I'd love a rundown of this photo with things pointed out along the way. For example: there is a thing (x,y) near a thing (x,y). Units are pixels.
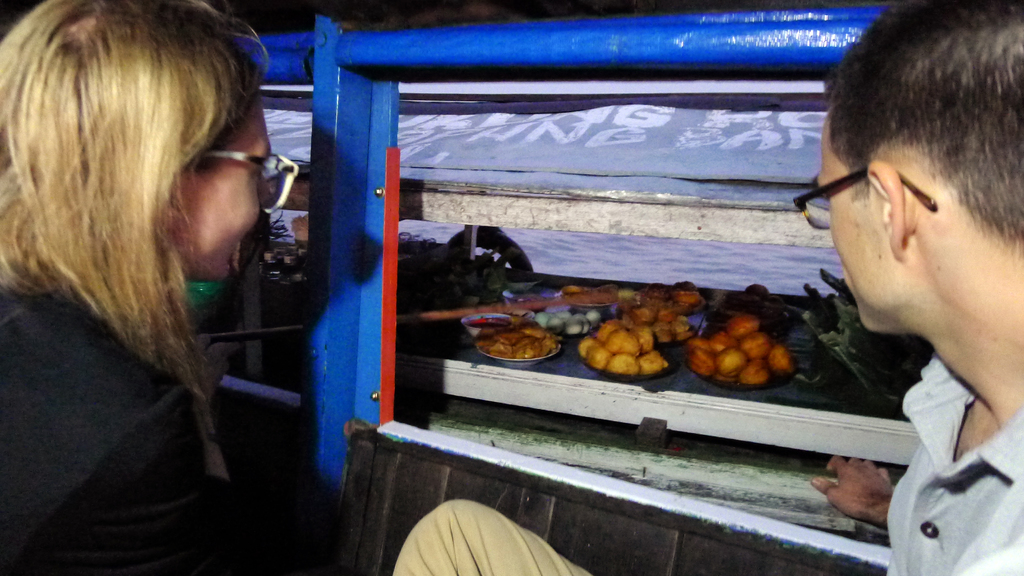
On the right side (879,468), we see a man (985,258) in the white shirt (984,500) is wearing the spectacles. He might be sitting on the bench (603,534). On the left side (47,239), we see a woman (105,417) in the black dress (158,508) is wearing the spectacles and she is smiling. In front of them, we see the rods (362,310) in blue color. Beside that, we see a table (678,405) on which the plates (716,344) containing the eatables (667,336) and the bowls (488,317) containing the food items (515,331) are placed. In the background (630,142), we see a sheet (630,142) in grey color.
